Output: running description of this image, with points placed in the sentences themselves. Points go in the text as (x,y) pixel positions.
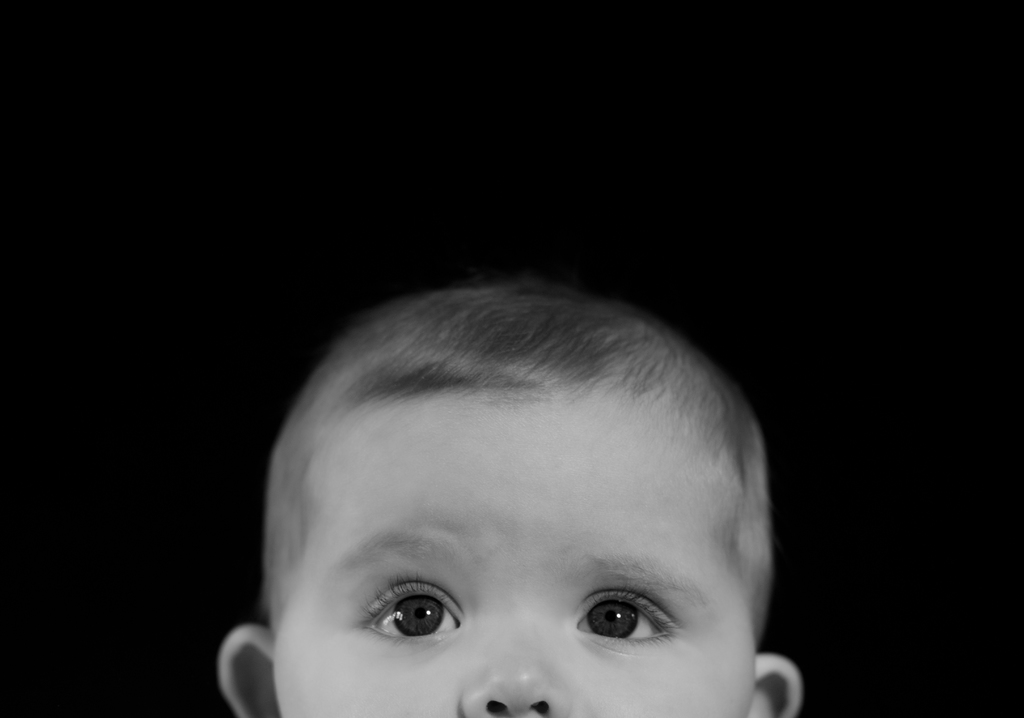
In the picture I can see the face (621,708) of a baby (564,406).
